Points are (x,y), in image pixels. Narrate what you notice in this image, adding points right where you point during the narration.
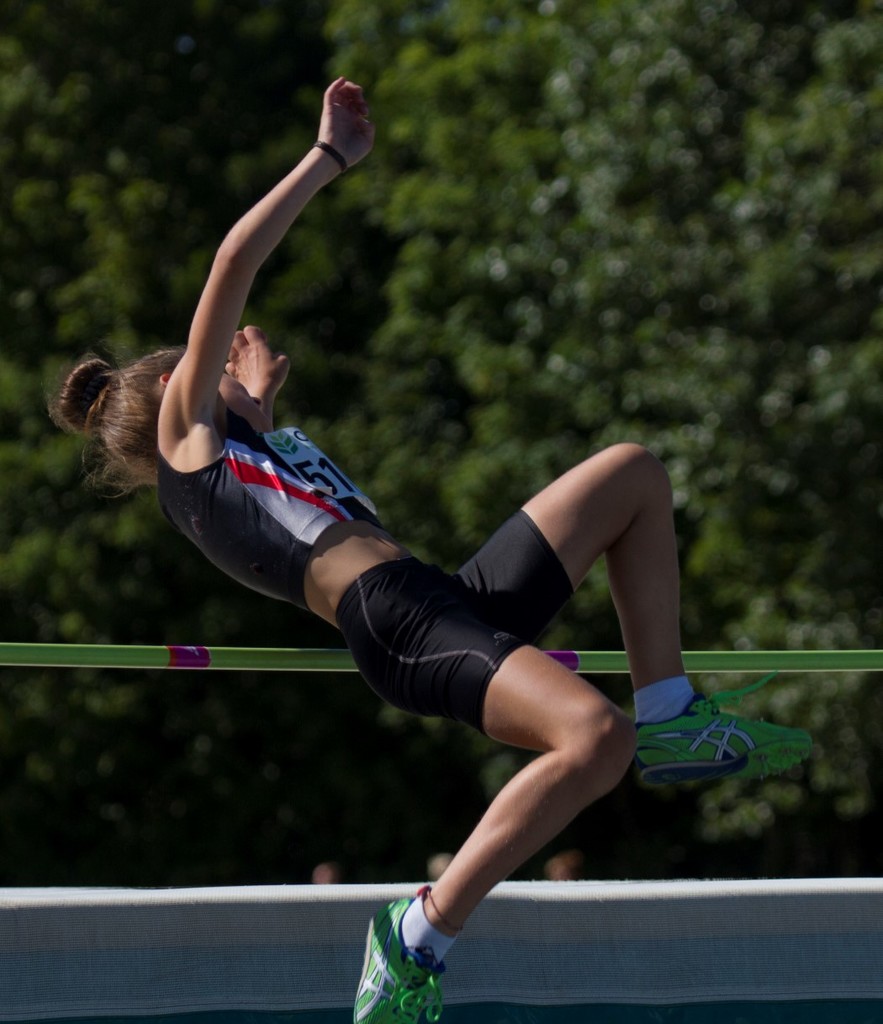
In the image there is a lady (511,567) with shoes (392,933) and white paper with a number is in the air. Behind her there is a bar (157,668). At the bottom (243,902) there is an object (311,928). There are trees (857,768) in the background (320,444).
